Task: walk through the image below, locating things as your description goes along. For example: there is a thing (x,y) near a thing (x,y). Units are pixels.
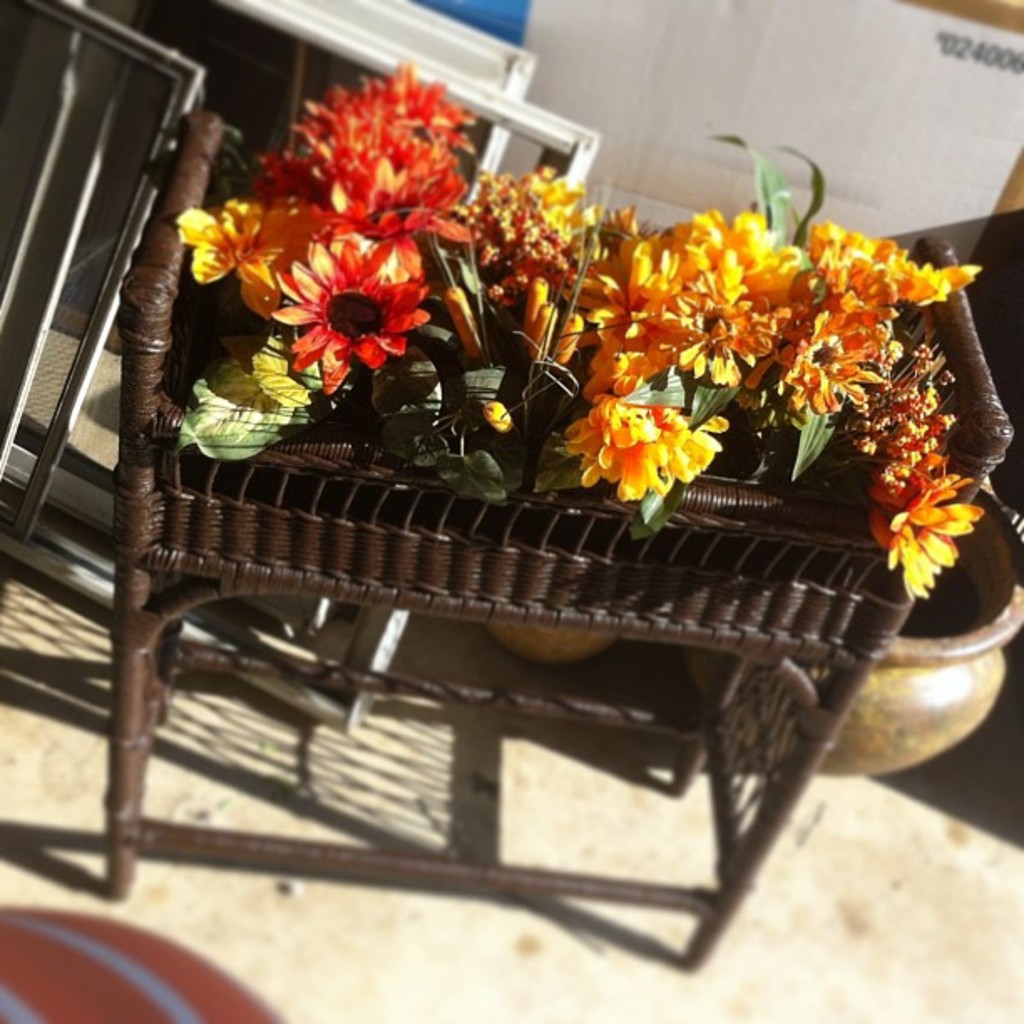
In this picture, we see a small brown color basket (369,541) in which plastic flowers (293,278) are placed. These flowers (390,309) are in red and yellow color. Behind that, we see a paper (703,107) and white color things (365,49) which look like a tray (287,18).
